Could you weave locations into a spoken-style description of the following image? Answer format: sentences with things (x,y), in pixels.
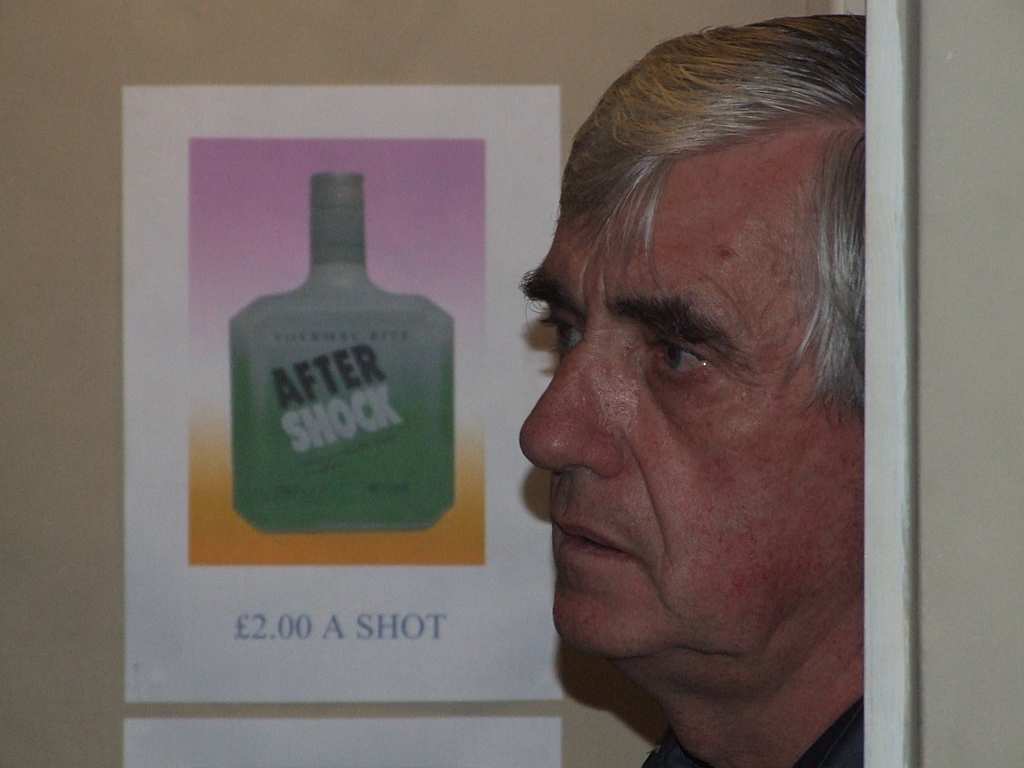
In this image we can see a person's face (752,332) and we can also see an after shock bottle (353,430) on the paper (394,537) which is attached to the wall (96,83).
